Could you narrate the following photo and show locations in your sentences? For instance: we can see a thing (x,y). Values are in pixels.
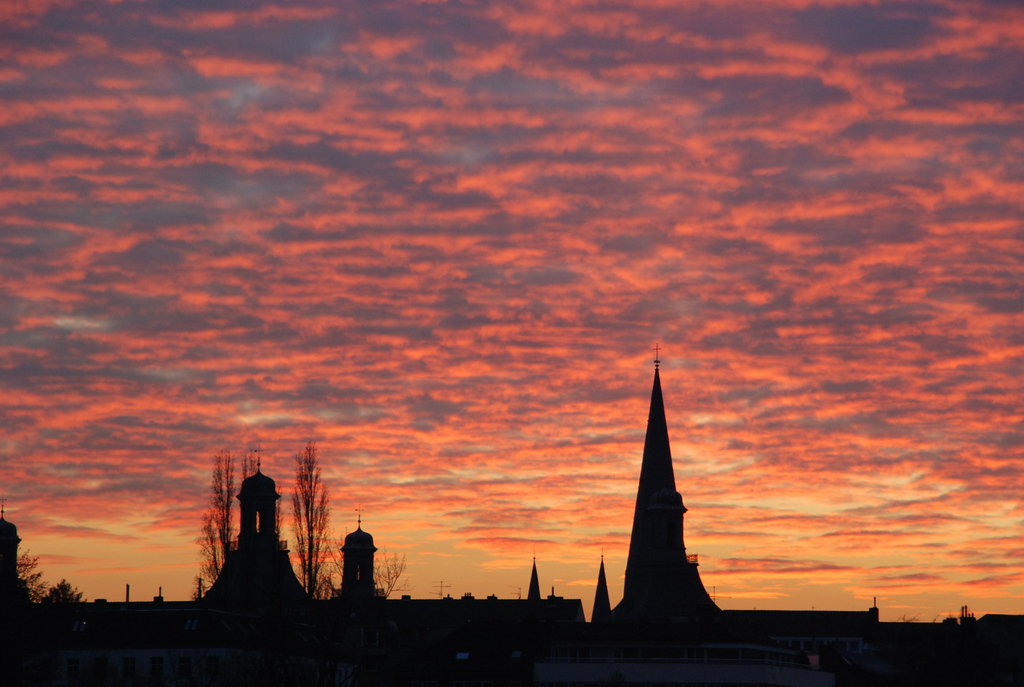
At the bottom of the image (217,650) there are buildings (212,637), trees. At the top of the image (282,146) there is sky (375,291) and clouds (328,152).
